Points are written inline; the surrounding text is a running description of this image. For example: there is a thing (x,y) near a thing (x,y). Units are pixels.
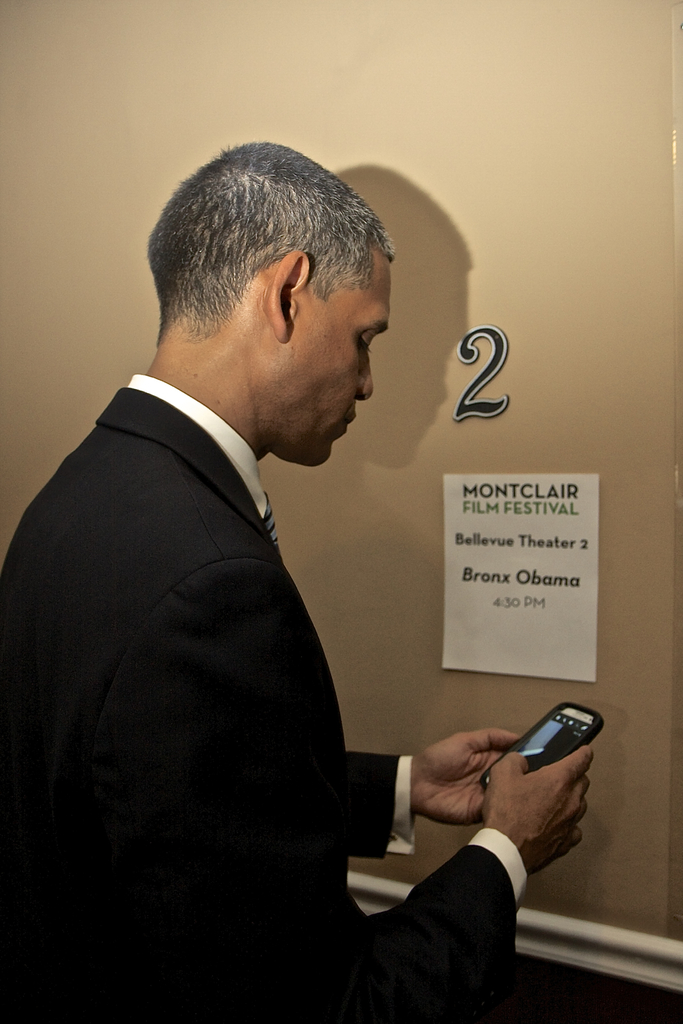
This is the image of a man (107,1021) who is standing and checking his mobile phone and at the background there is a paper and number 2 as stick to the wall (527,236).
